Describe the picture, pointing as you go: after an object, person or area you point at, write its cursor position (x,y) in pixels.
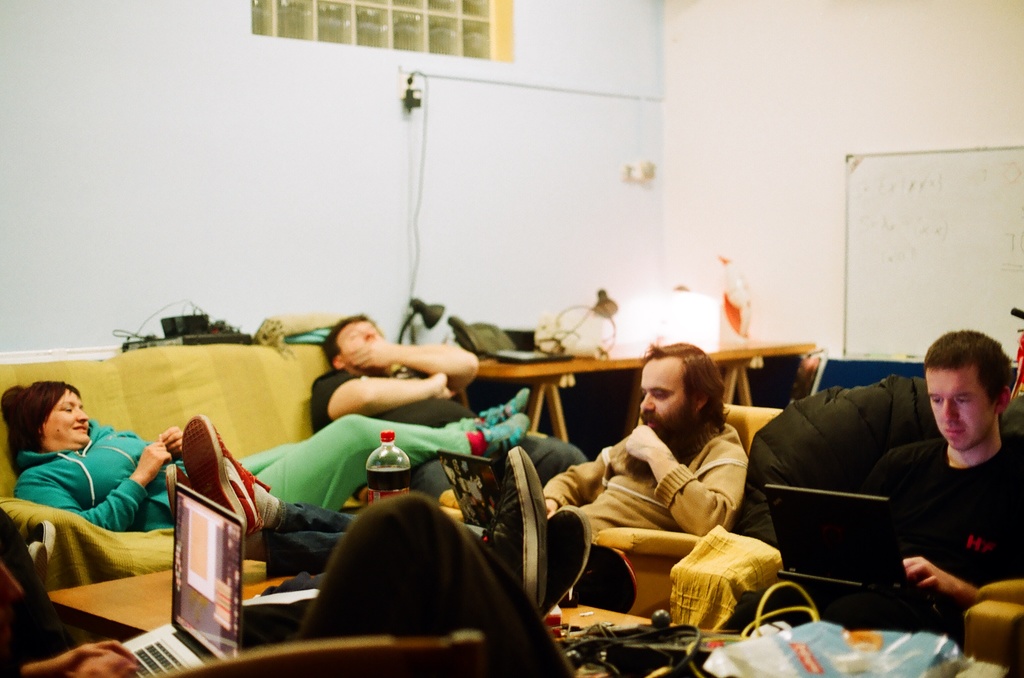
In this image, we can see a group of people (984,569) are sitting. Here we can see laptops (190,638), table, some objects (810,602). Background (966,301) we can see a board (958,319), wall (505,192), few things (394,32).
